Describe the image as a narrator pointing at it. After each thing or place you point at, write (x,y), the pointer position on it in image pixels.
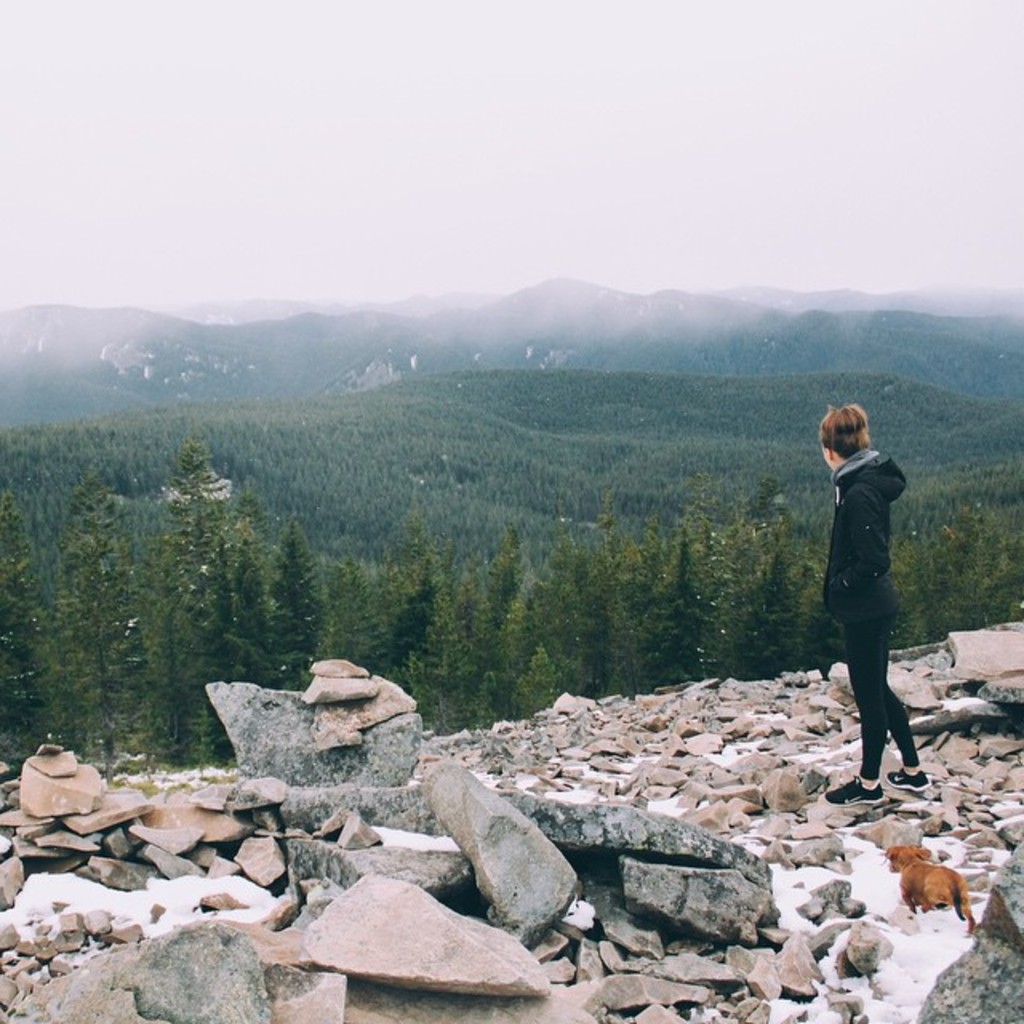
In the image there is a boy (846,527) standing on the rocks (398,710) and in the background (261,618) there are trees (447,559) and mountains (469,377).
